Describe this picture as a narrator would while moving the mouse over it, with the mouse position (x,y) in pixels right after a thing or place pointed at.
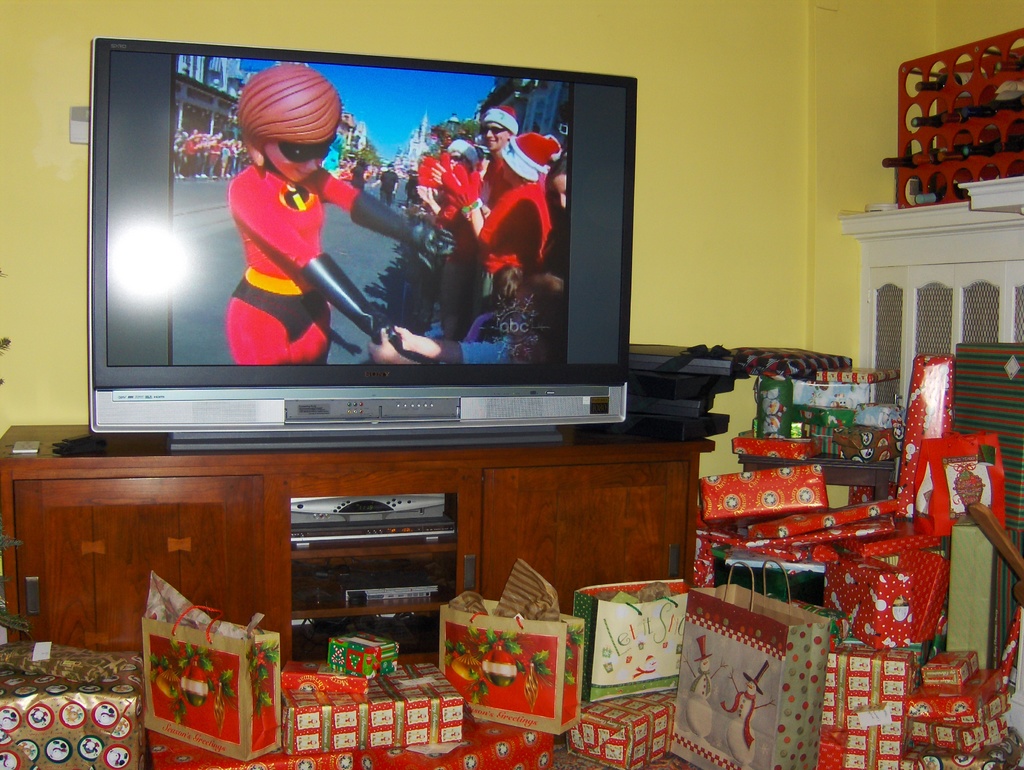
There is a wooden table (306,463) with racks (385,548). On the table (319,453) there is a television (492,243). Also some other items (611,429). On the racks (360,608) there are electronics devices (349,531). In front of the table (276,498) there are many gift packets (367,683). In the back (699,138) there is a wall (32,78).
